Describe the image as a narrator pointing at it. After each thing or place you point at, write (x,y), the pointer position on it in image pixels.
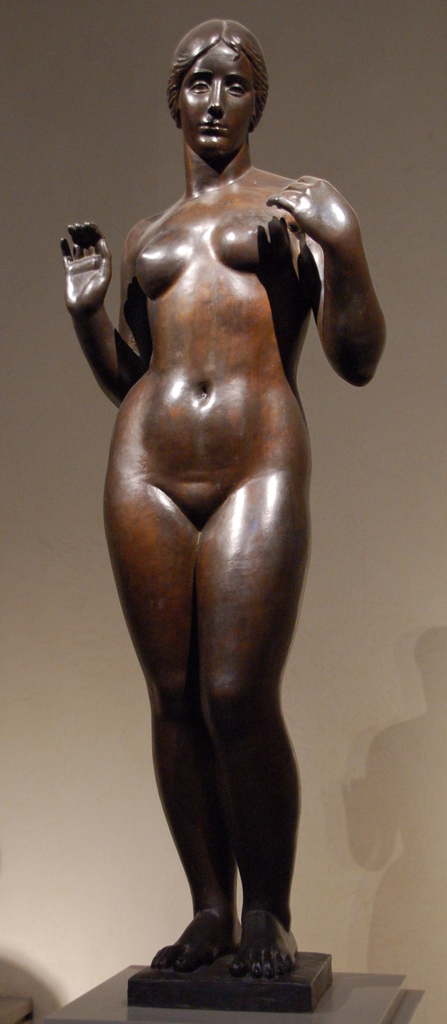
We can see woman sculpture (212,629). Background (89,775) we can see wall (343,549) and shadow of the sculpture (204,950).
